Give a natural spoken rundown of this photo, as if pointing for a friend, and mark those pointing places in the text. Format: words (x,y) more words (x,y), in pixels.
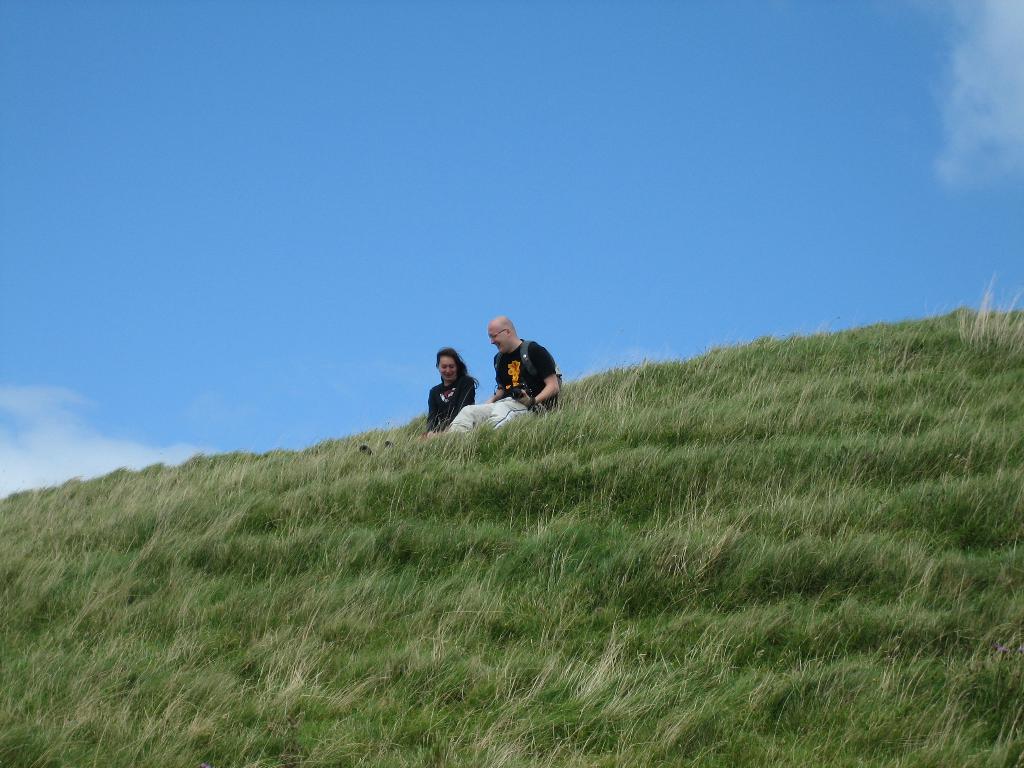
In the foreground of the image (424,662) we can see the grass (485,582). In the middle of the image (451,387) we can see a lady (450,405) and men (516,363) is sitting on the grass (549,420). On the top of the image (645,241) we can see the sky (376,135).
